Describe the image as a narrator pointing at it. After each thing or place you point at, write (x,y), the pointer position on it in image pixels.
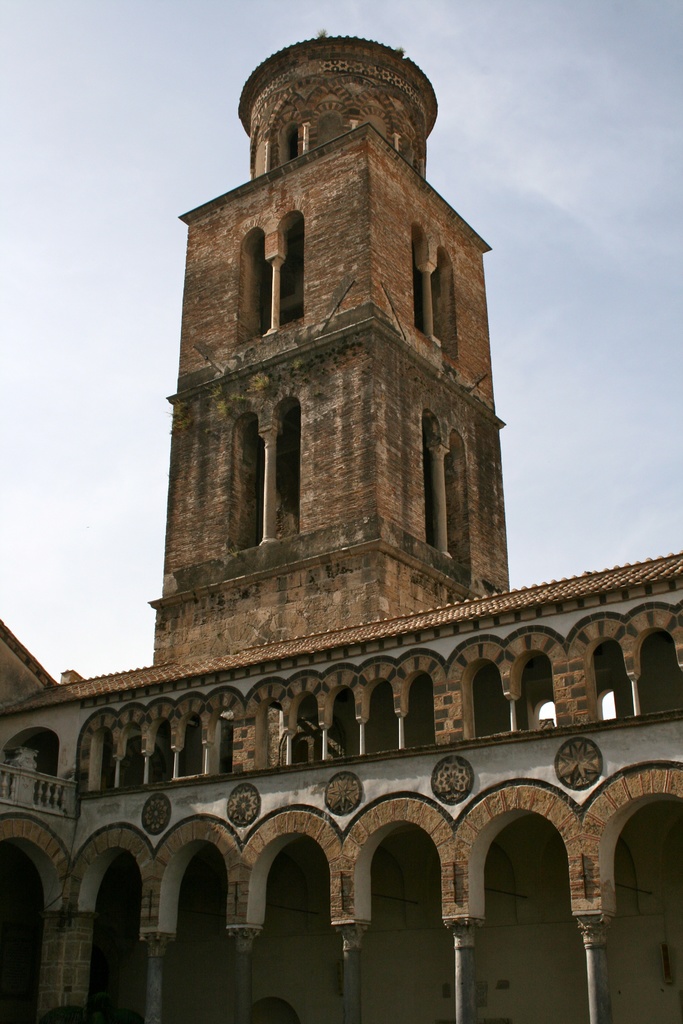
In this image I can see the castle (237,493) which is in brown color. In the back (91,289) I can see the blue sky (547,163).
